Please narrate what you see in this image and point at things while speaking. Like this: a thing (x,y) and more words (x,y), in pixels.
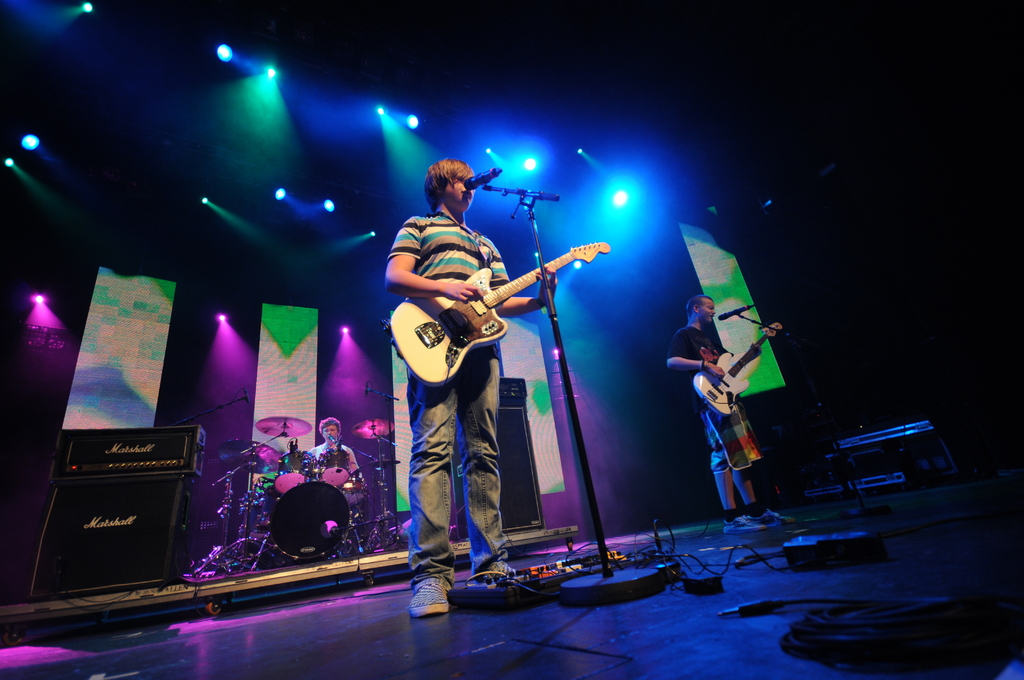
In the image we can see there is a man (428,462) who is standing and holding guitars (703,385) in their hand (754,345) and at the back (324,457) the man (347,449) is playing drums (275,514).
